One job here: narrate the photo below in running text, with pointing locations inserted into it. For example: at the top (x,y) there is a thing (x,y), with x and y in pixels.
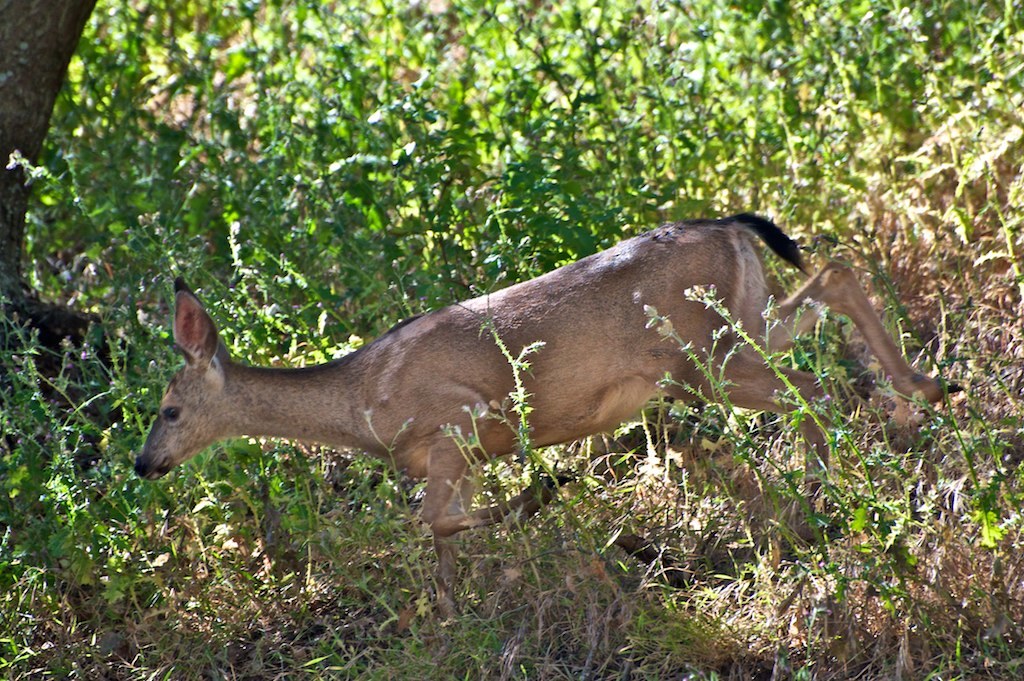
In this picture there is deer (442,507) in the center of the image (640,286) and there are plants (212,268) around the area of the image.
